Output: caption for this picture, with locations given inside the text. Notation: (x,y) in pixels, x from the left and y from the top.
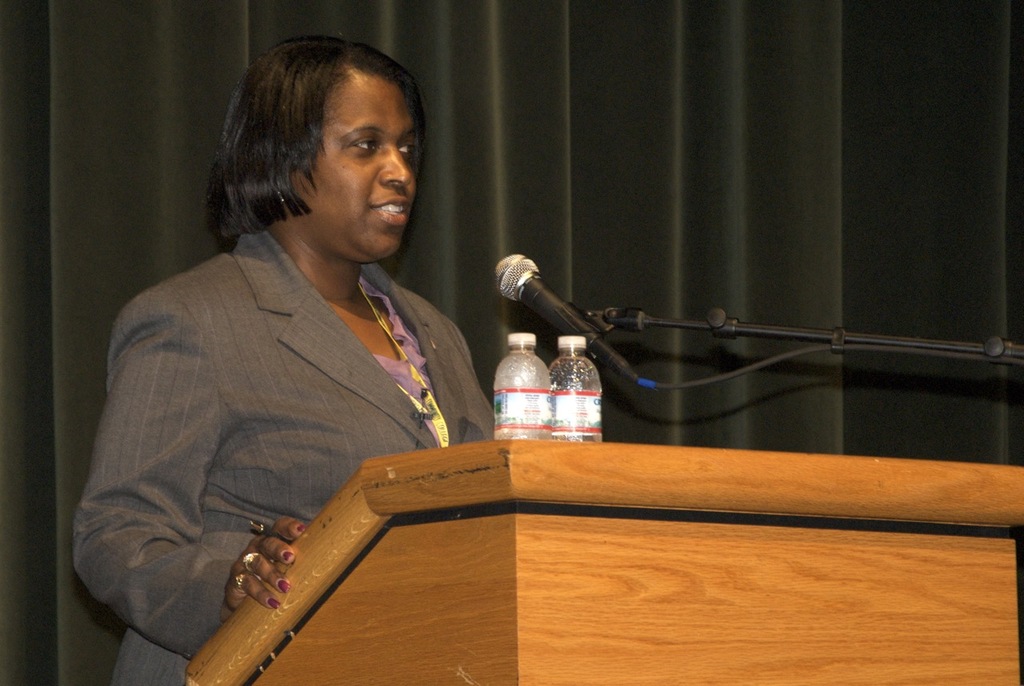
In this image we can see a person (305,423) wearing blazer (317,423) is standing near the podium (614,553) where two bottles (580,430) and a mic (523,301) to stand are kept. In the background (743,387), we can see the black color curtains (879,60).
